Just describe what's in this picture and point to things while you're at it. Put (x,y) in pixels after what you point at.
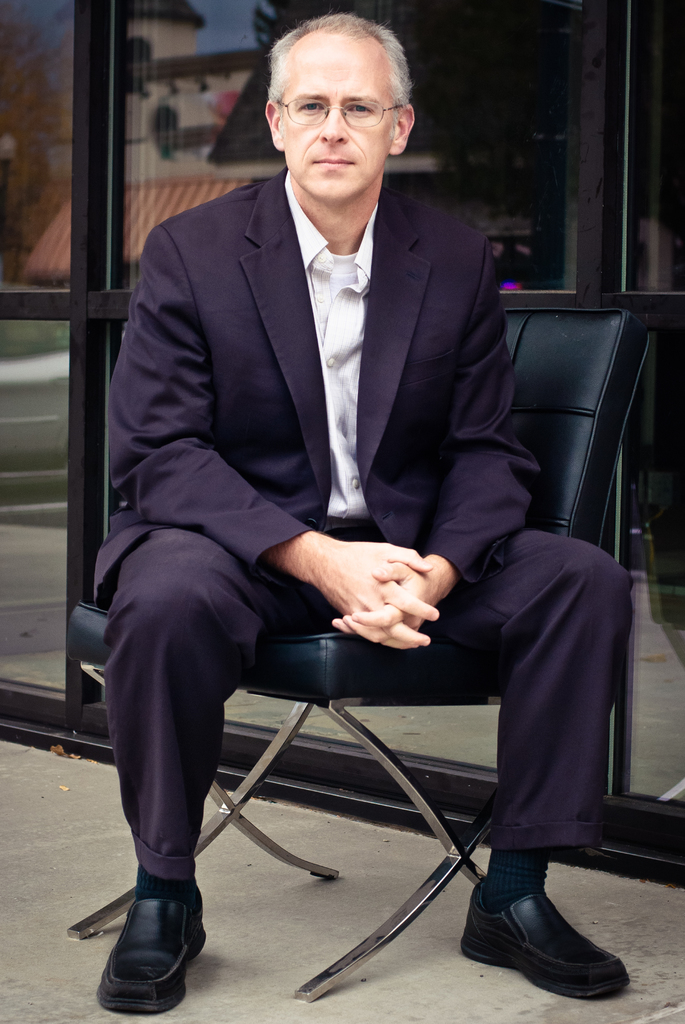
In this picture there is a man (282,361) who is wearing a purple suit (279,357) and a white shirt (341,348). He is also wearing a spectacle (349,120) on his eyes (355,104). He is sitting on the chair (560,465). At the background (171,151), there is a reflection (152,134) of the house (187,105) and a tree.
